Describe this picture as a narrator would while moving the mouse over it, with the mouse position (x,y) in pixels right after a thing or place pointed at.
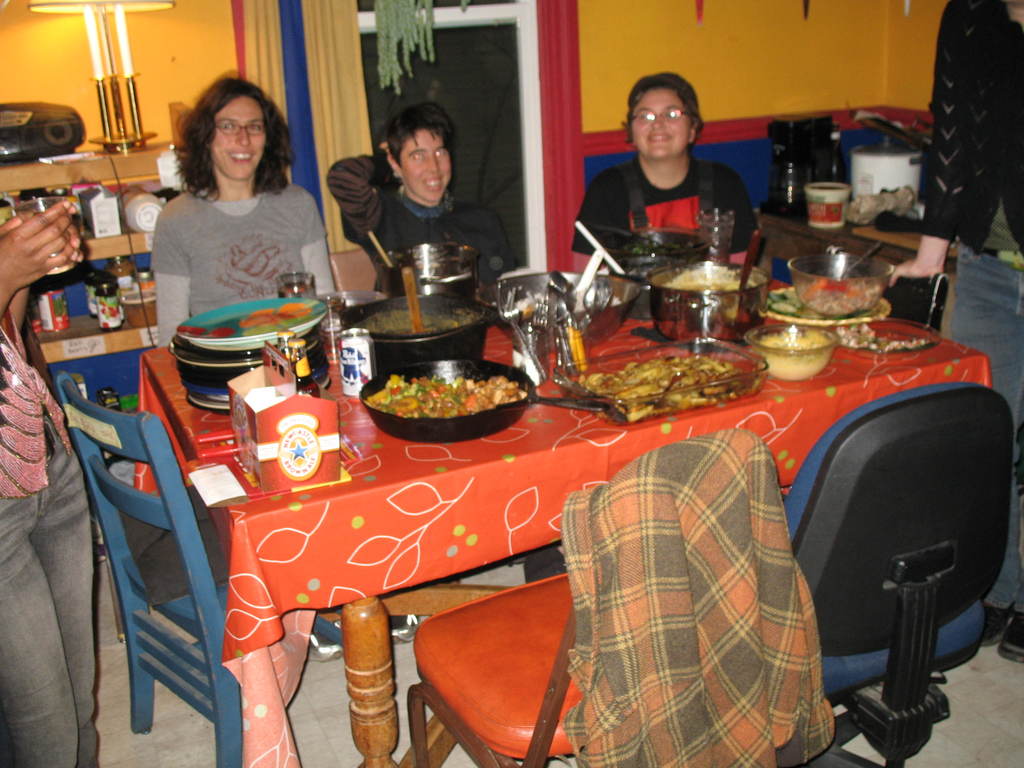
In this image, few peoples (629,195) are sat on the chair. On left side (18,583), A human (49,509) is standing. And there is a glass (39,207) in his hand (53,215). We can see red color table (488,482), few items (422,386) are placed on it. And some chairs (852,578) at the bottom (856,564). Right side (978,202), a human (974,218) is standing. there is a wooden table (798,239), few items (800,193) are placed. At background (641,63), there is a door (492,68), curtain (329,106), wall (193,85). Left side (148,166), shelf (95,162), few items (104,229) are placed.
